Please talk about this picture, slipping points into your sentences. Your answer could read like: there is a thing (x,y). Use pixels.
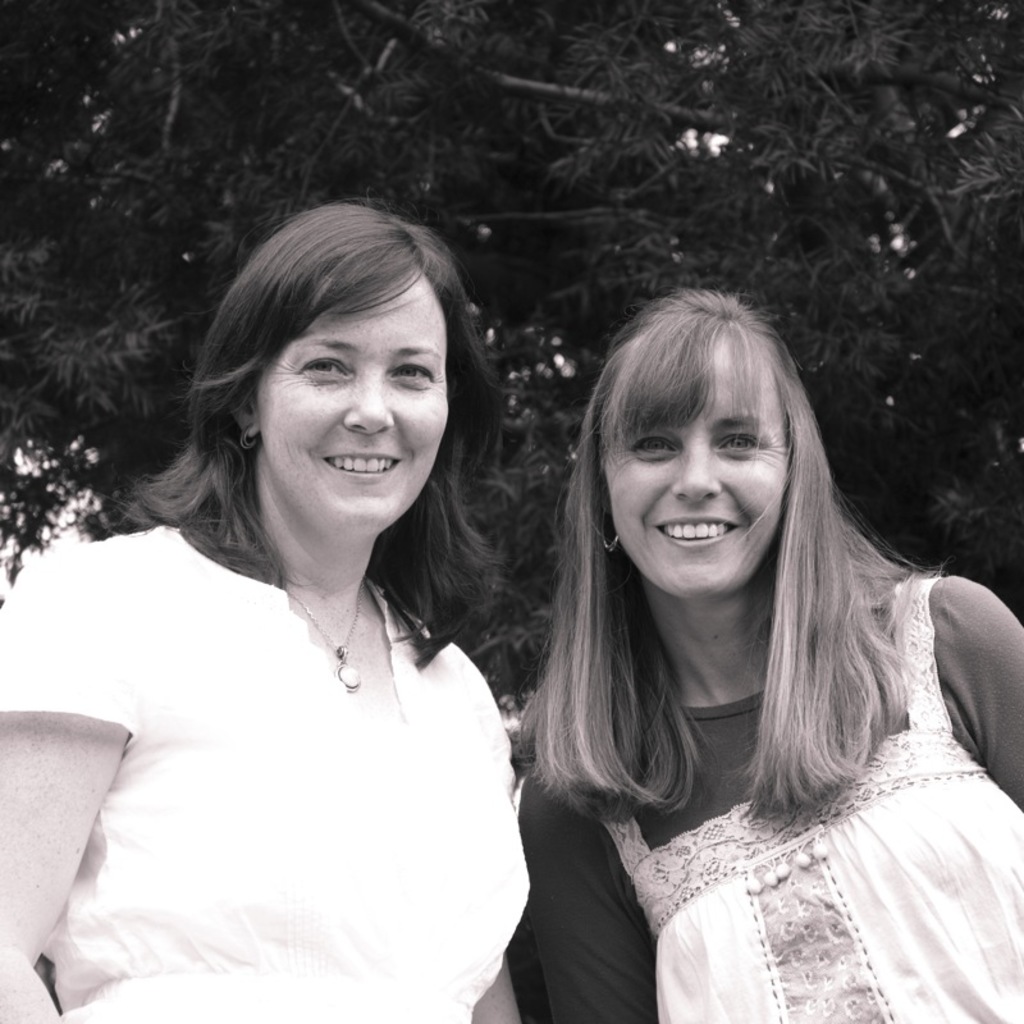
In this picture we can see two women (644,882), they are smiling and in the background (1018,421) we can see trees (1016,358).
